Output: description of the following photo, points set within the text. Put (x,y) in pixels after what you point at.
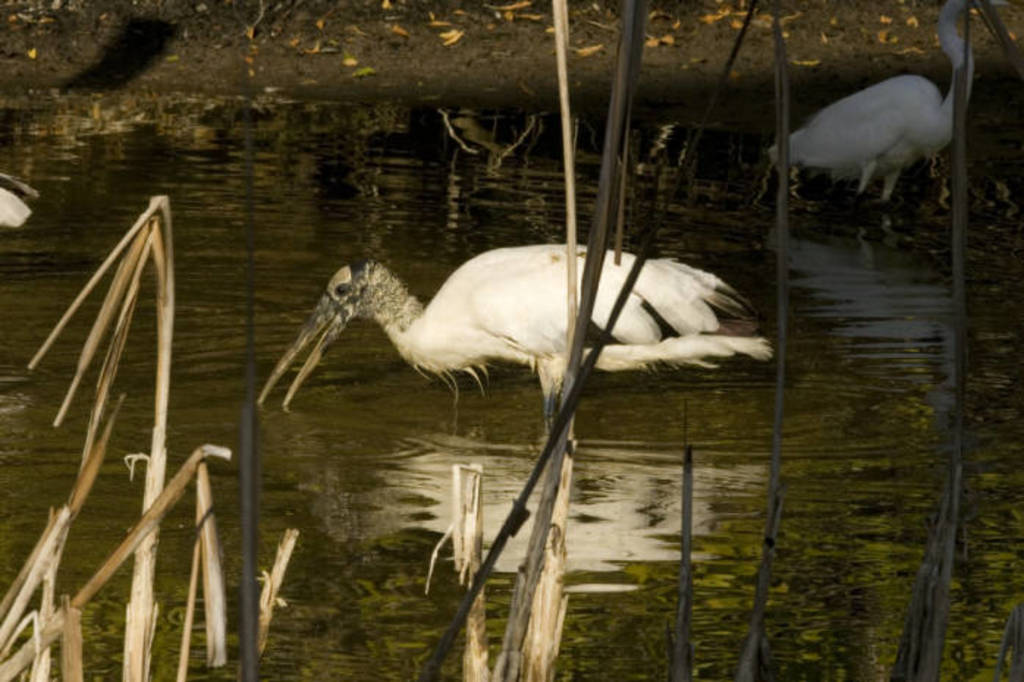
Here in this picture we can see cranes (833,155) present in the water (721,206) over a place and we can see small plants (613,324) here and there.
